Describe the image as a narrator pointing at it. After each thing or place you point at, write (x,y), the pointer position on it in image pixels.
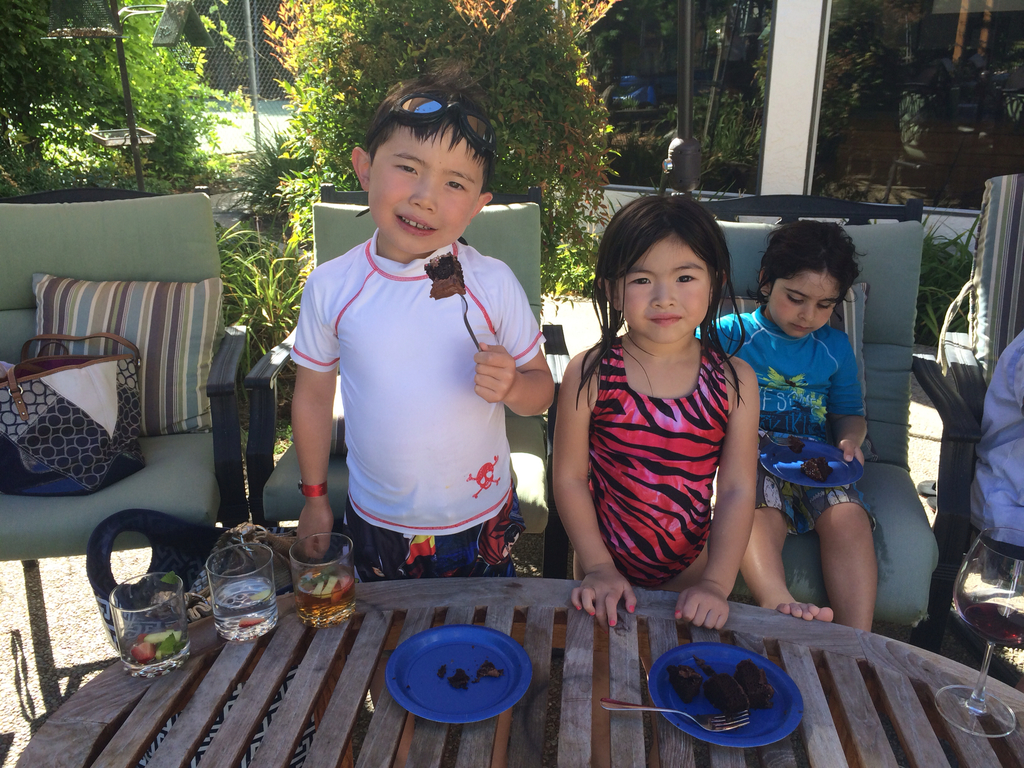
In this Image I see a boy (324,553) and 2 girls (612,251), in which these 2 are standing and this girl (798,489) is sitting on a chair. I can also see that this boy (489,489) is holding a fork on which there is a cake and this girl (757,355) is holding a plate (766,462) on which there is cake (826,471) on it. I see a table (791,640) over here, on which there are glasses (226,563) and a plate (774,720) in which there are cakes (748,679). I can also see few chairs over here. In the background (52,99) I see plants (200,116) and trees (449,18).
